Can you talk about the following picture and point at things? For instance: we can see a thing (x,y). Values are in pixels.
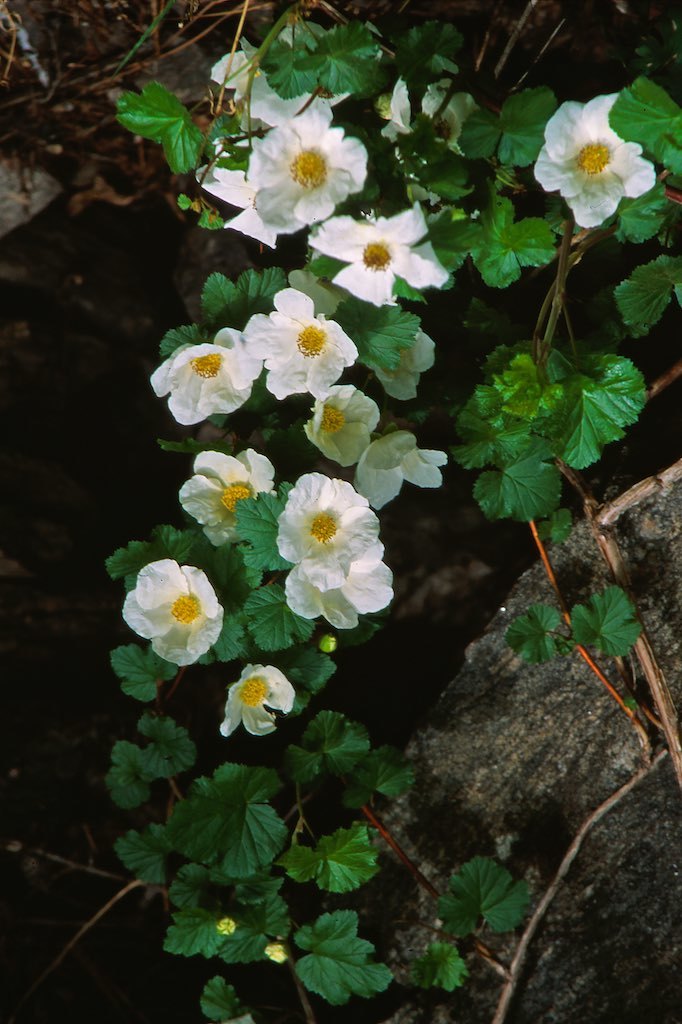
In this image we can see white color flowers (407,375) to a plant (422,292).
